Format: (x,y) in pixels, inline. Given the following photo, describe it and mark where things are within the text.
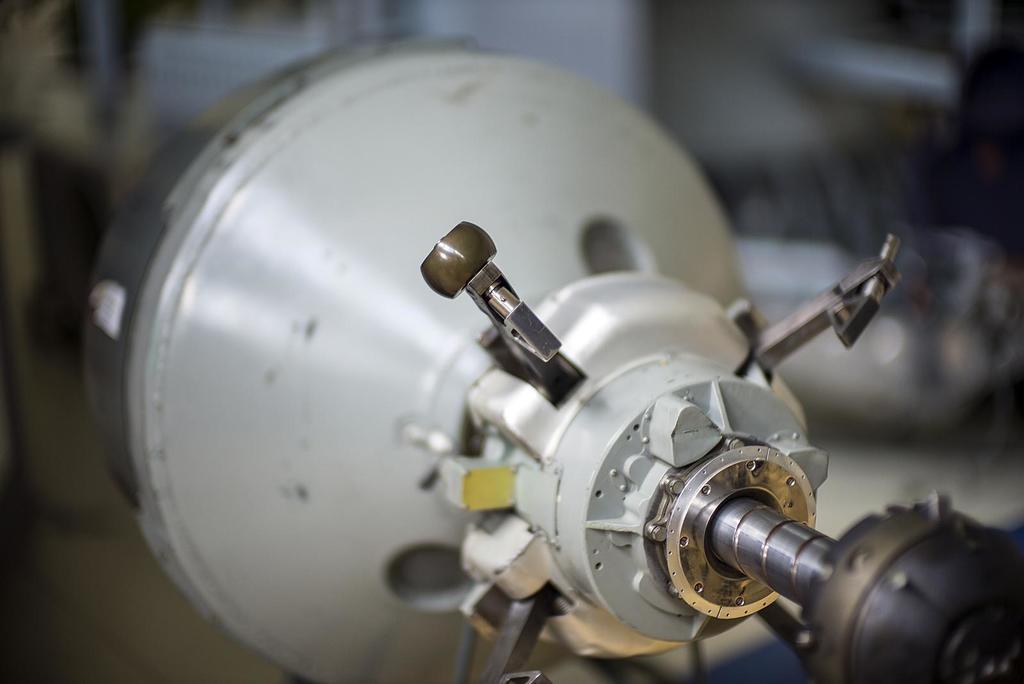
In this image, It looks like an electric rotor (452,484). The background (608,13) looks blurry.
